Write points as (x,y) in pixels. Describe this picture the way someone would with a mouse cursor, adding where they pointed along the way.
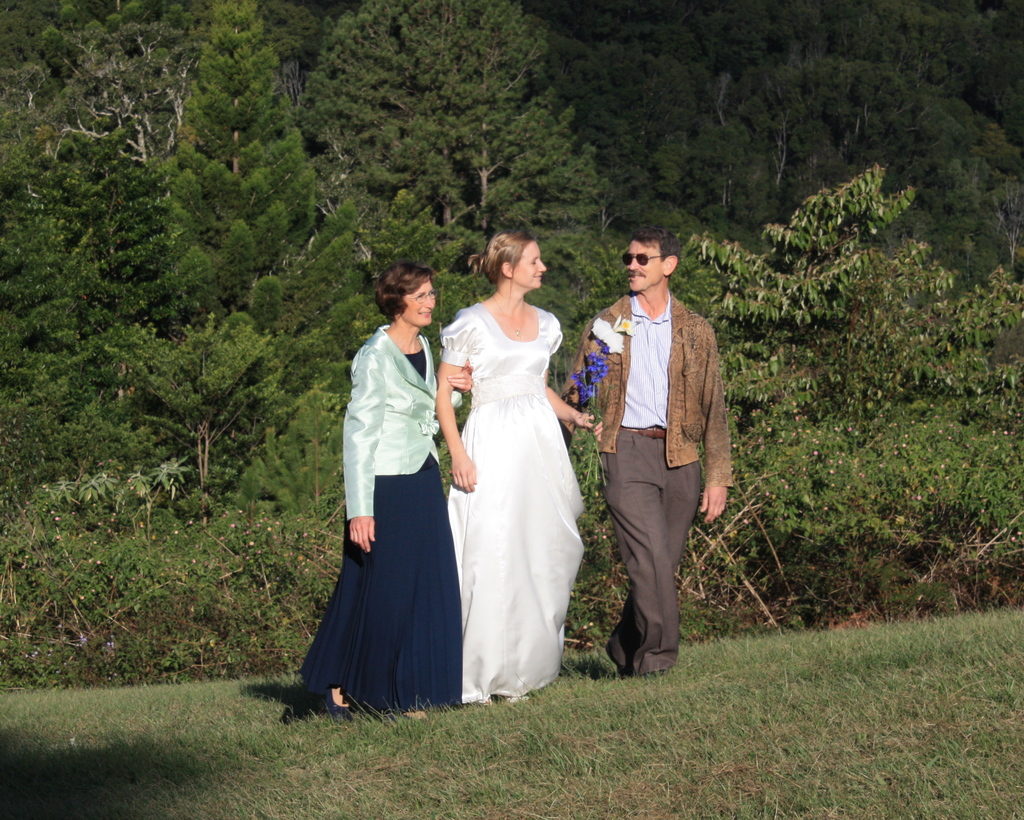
In this picture there is a woman (475,492) who is wearing white dress (522,525). Beside her there is a man (663,237) who is wearing goggle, jacket (612,422), and shoes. Beside her I can see another woman (383,421) who is wearing black dress (391,522) and green jacket (386,404). At the bottom (914,798) I can see the green grass (772,736). In the background (86,107) I can see many trees (653,172) and plants (1016,405).
